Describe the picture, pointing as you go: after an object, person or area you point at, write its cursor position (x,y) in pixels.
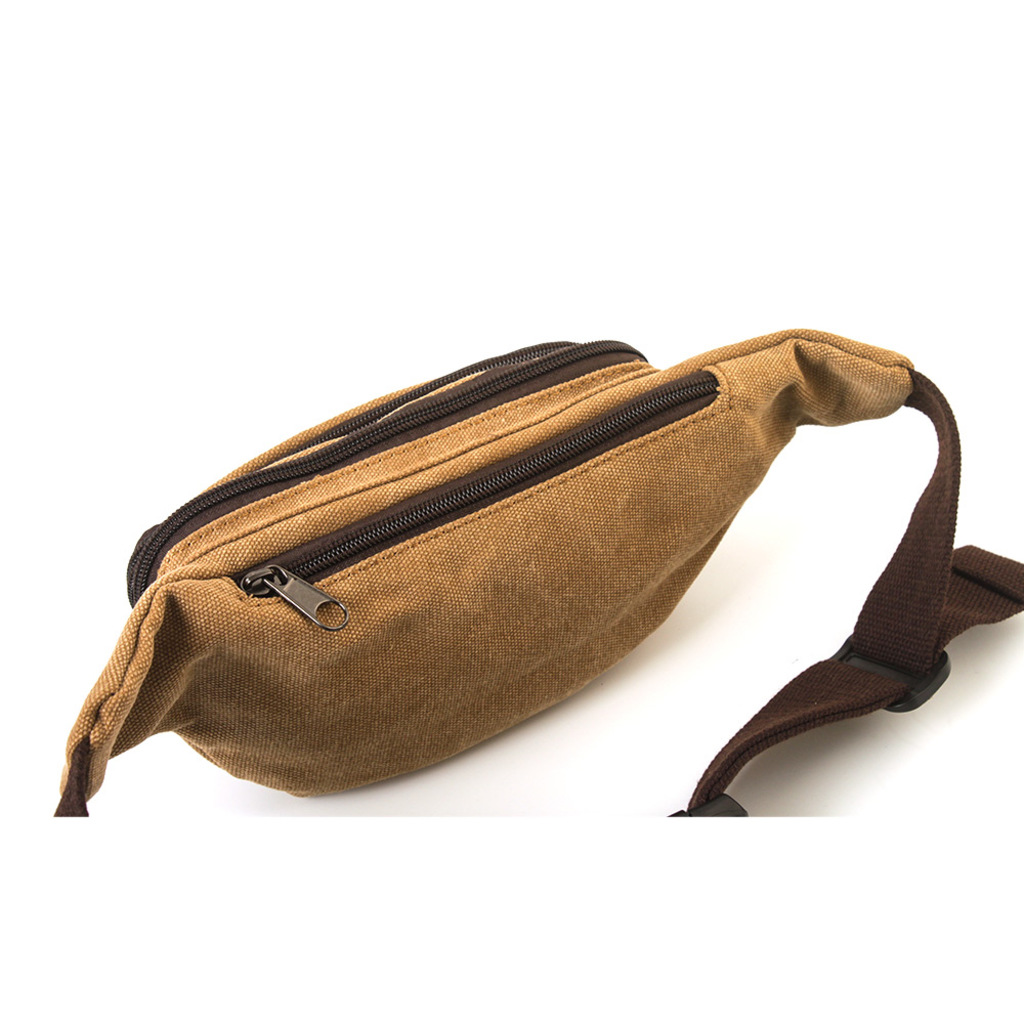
This picture shows a waist bag (446,573). it is brown in colour and we can see three zips (697,400) to it
